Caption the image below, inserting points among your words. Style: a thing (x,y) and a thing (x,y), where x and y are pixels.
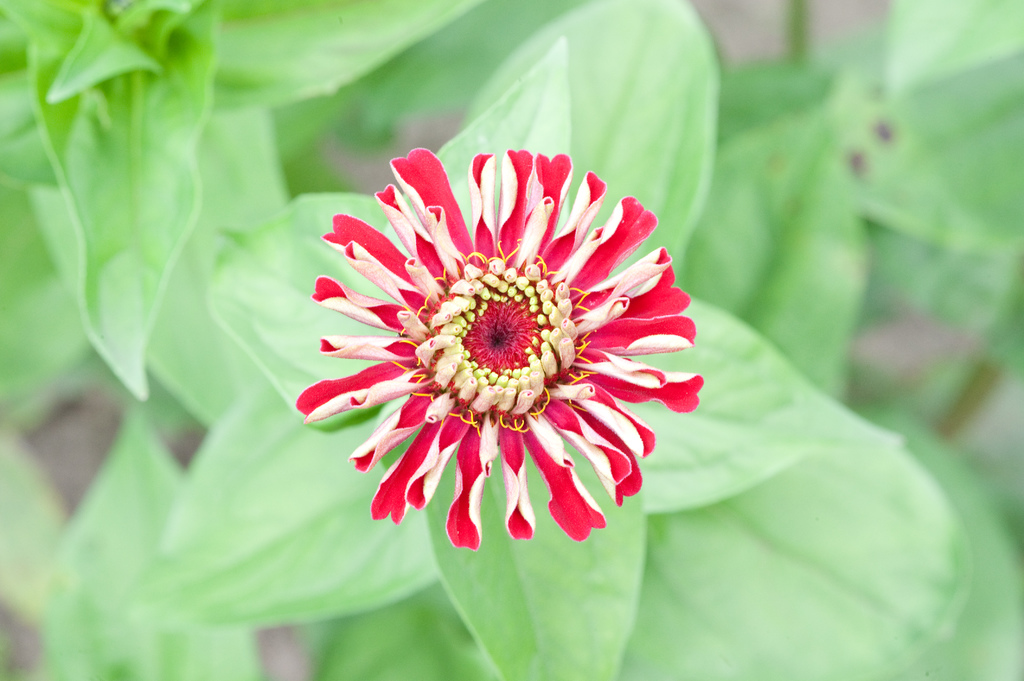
In the picture we can see some plants (604,586) with leaves (547,564) and flower (599,201) to it which is red in color with petals (582,416).
